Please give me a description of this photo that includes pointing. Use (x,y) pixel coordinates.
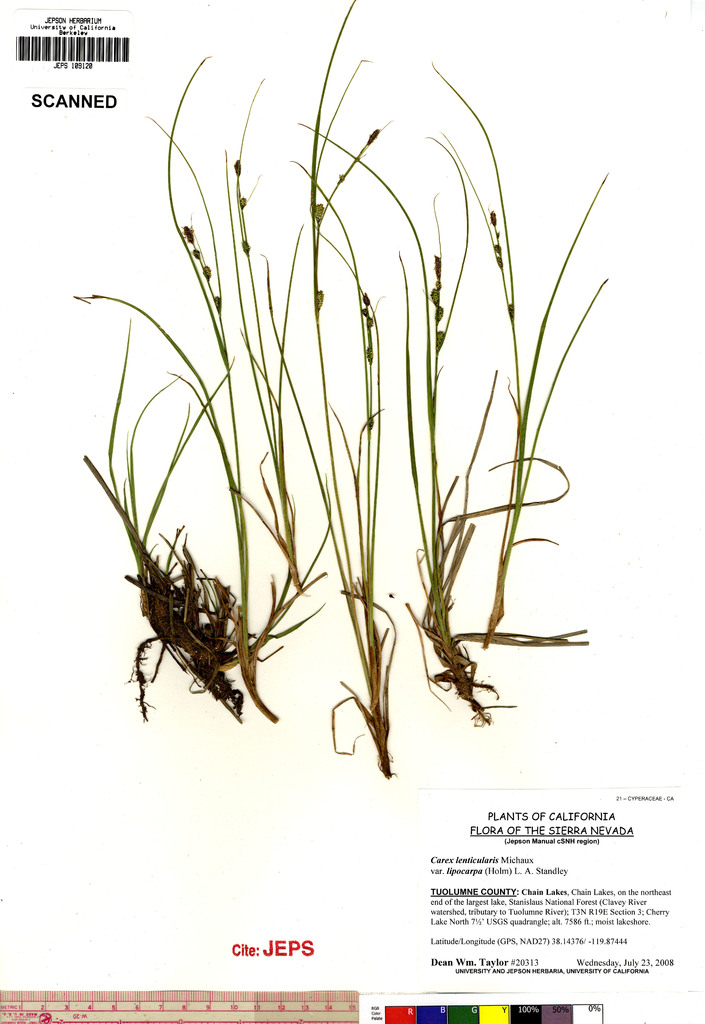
In this picture we can see poster (607,647) of plants (281,477) and we can see bar code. Here we can see information (563,898) about plants (351,565).
